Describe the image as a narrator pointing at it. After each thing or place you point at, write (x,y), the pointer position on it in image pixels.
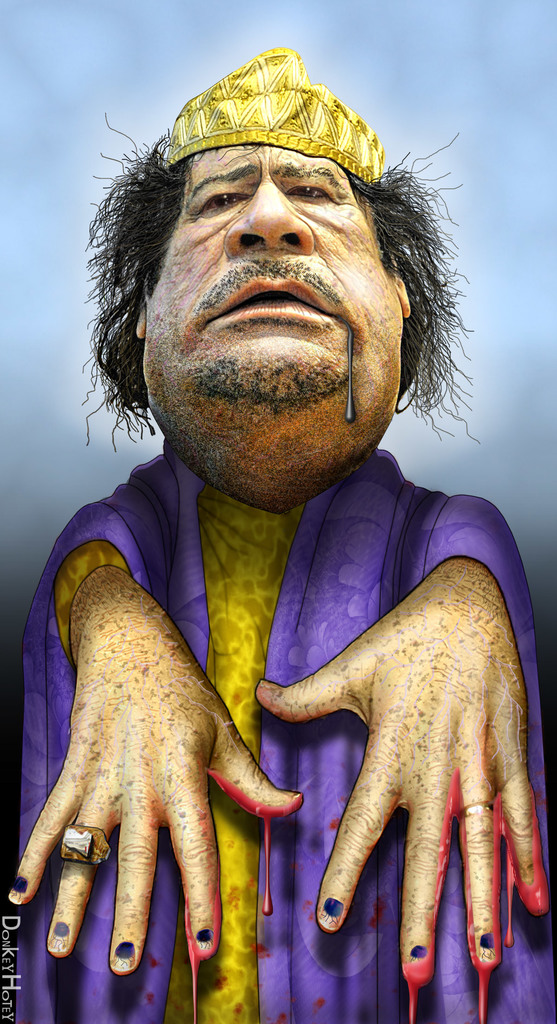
This is an edited image of a person (114,715).
